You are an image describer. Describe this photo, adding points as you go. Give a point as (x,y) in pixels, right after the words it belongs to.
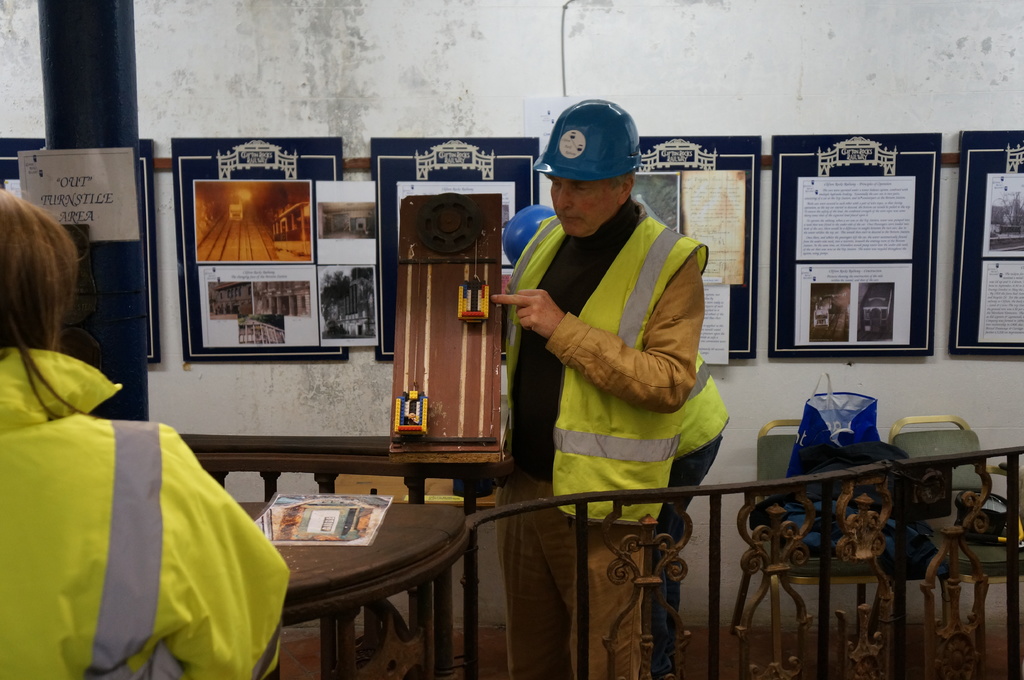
In this picture A man (577,393) is standing here and pointing at a wooden model (441,272) some machinery (459,365) like and one woman (110,495) is standing here there is a table (361,553) back side there is a paper (876,254) with frames (925,260) there number of frames (815,233) to the wall (327,92) and there are two chairs (947,439) 1 blue color cover (855,436) is placed on the chair (786,445).
